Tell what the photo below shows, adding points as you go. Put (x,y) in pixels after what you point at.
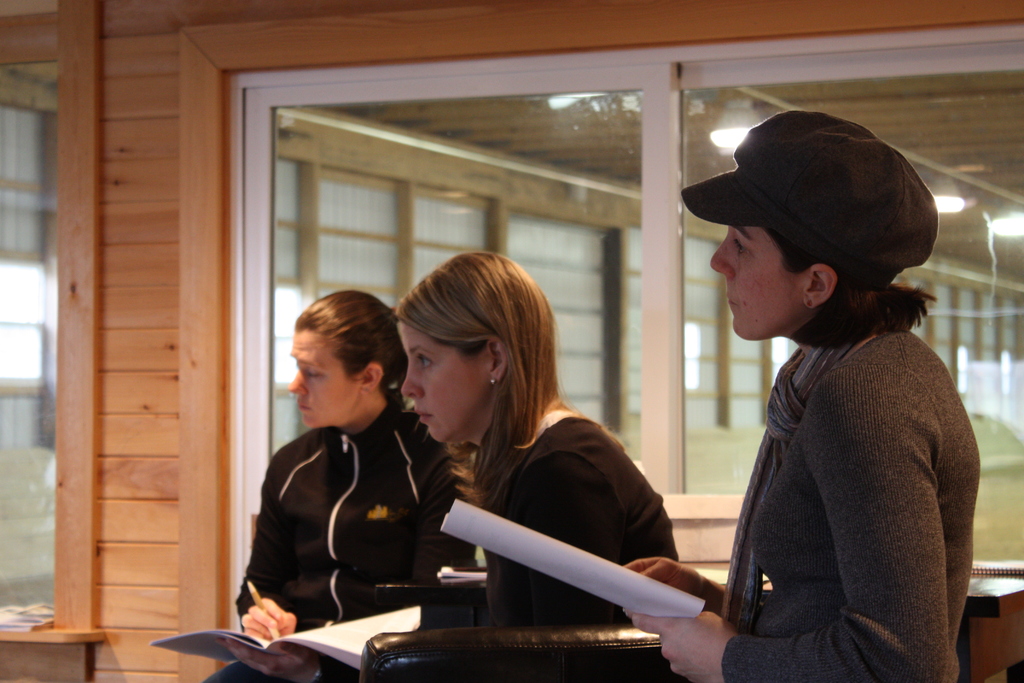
In this image there are three people (558,469) looking to the left side of the image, two are holding books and one is holding a pen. In the background (189,150) there is a wooden wall (80,382) and glass windows (590,233) through which we can see at the top of the image (931,157) there is a ceiling (946,171) with lights (963,202).
